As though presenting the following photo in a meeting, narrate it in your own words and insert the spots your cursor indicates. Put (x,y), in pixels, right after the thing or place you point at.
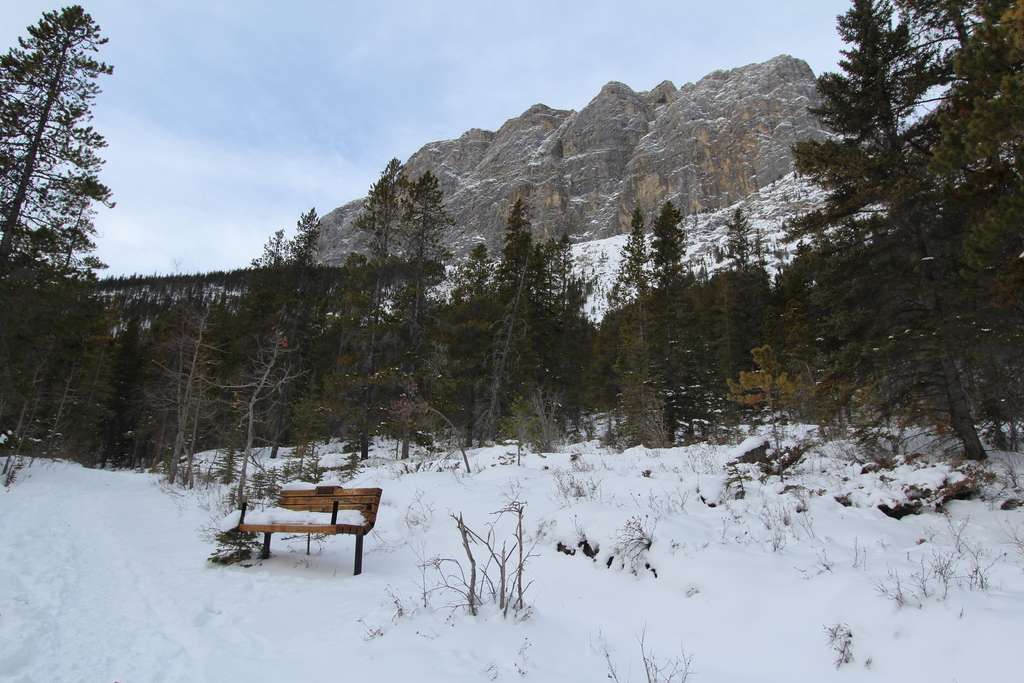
In this image we can see a bench (296,507), on the bench (273,533), we can see the snow (284,511), there are some plants (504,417), trees (507,346) and mountains (467,139), in the background (375,64), we can see the sky (365,104) with clouds (375,64).
